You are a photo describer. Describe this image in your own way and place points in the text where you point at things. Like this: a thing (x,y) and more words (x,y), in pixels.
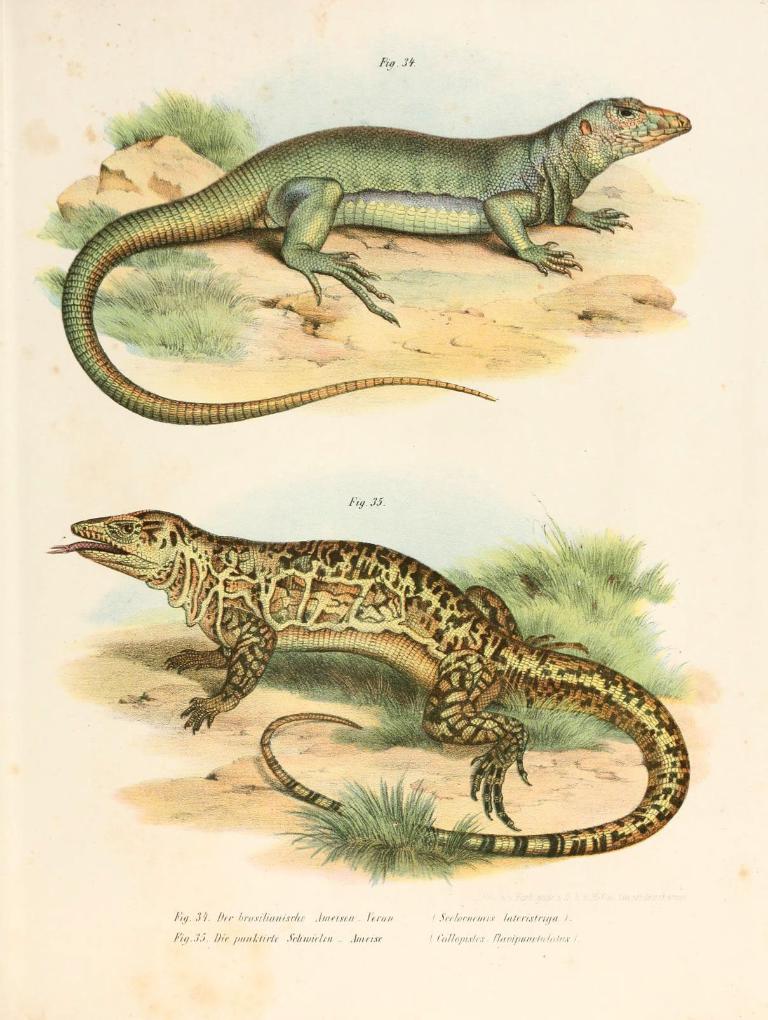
In this image I can see the poster (444,537) in which I can see two reptiles (335,578) which are brown, cream, green and ash in color are on the ground (370,712) and I can see some grass (393,684) on the ground (440,800). I can see the cream colored background (126,808) and few words (573,931) written in the bottom of the image (324,918).
